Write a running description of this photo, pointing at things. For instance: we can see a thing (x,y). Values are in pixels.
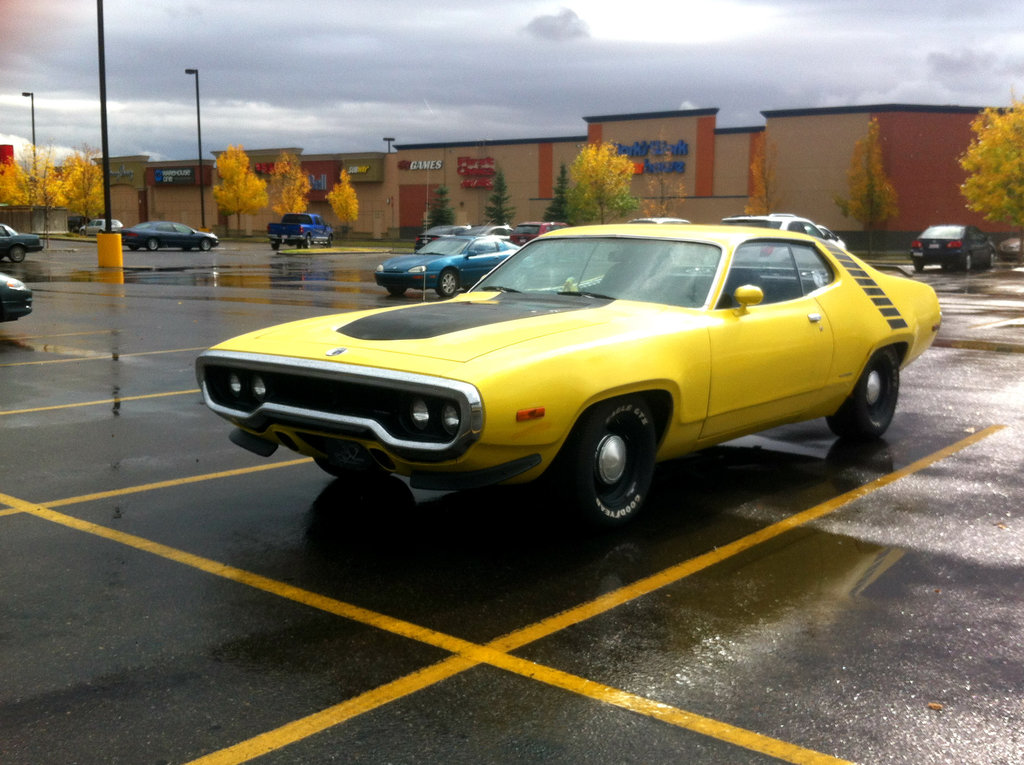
In this image I can see few vehicles (566,317). They are in different color. Back Side I can see a building (528,206), trees (591,181) and a light pole (201,196). The sky (421,71) is in white color.
